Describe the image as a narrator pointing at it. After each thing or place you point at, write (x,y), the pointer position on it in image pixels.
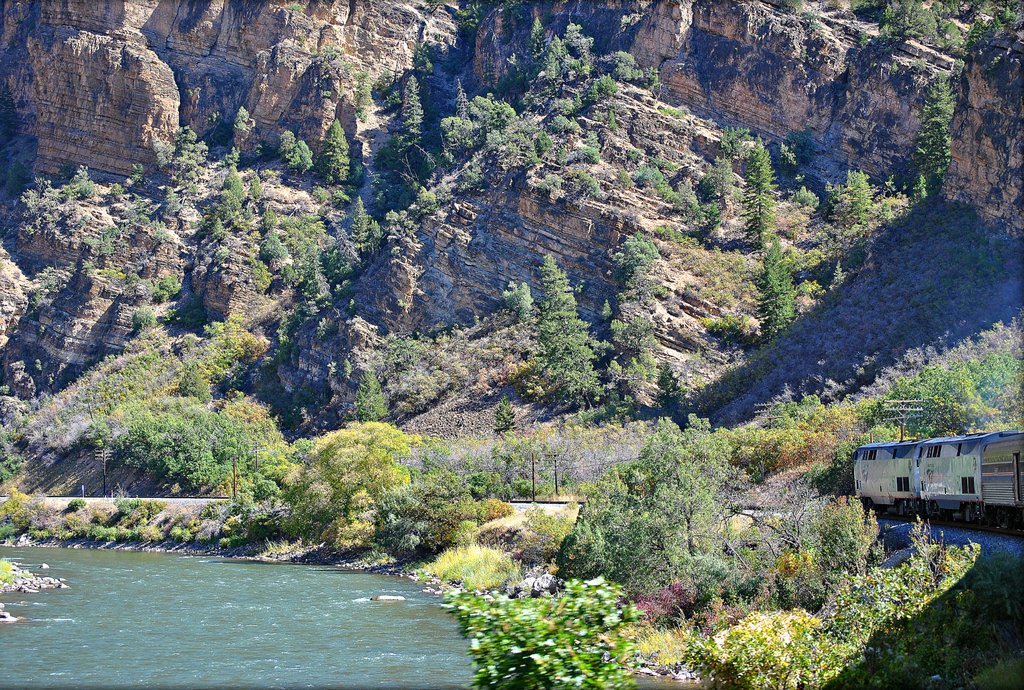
In this image I can see water (271,583) and number of trees (452,488). I can also see train (993,504) with its track (539,504) over here. I can see big rock mountain (760,24).
